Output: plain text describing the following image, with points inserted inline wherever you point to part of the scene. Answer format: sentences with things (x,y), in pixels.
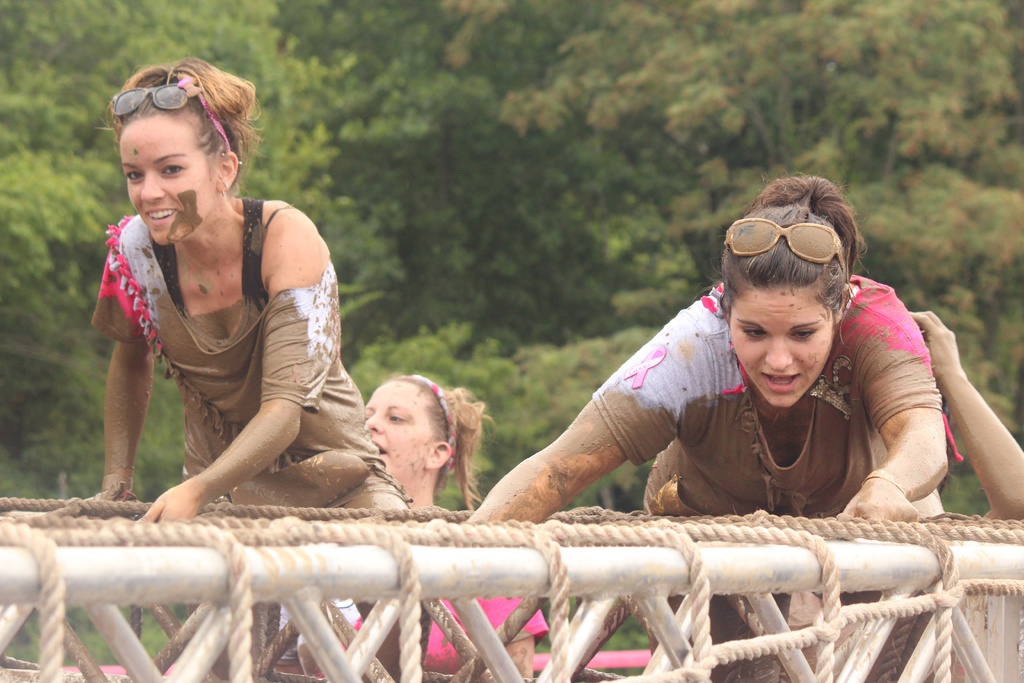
In this image there is an object (647,600) truncated towards the bottom of the image (808,610), there are persons (255,331), at the background of the image (553,241) there are trees (552,198) truncated, there is a person's hand (959,374) truncated towards the right of the image (987,461).
